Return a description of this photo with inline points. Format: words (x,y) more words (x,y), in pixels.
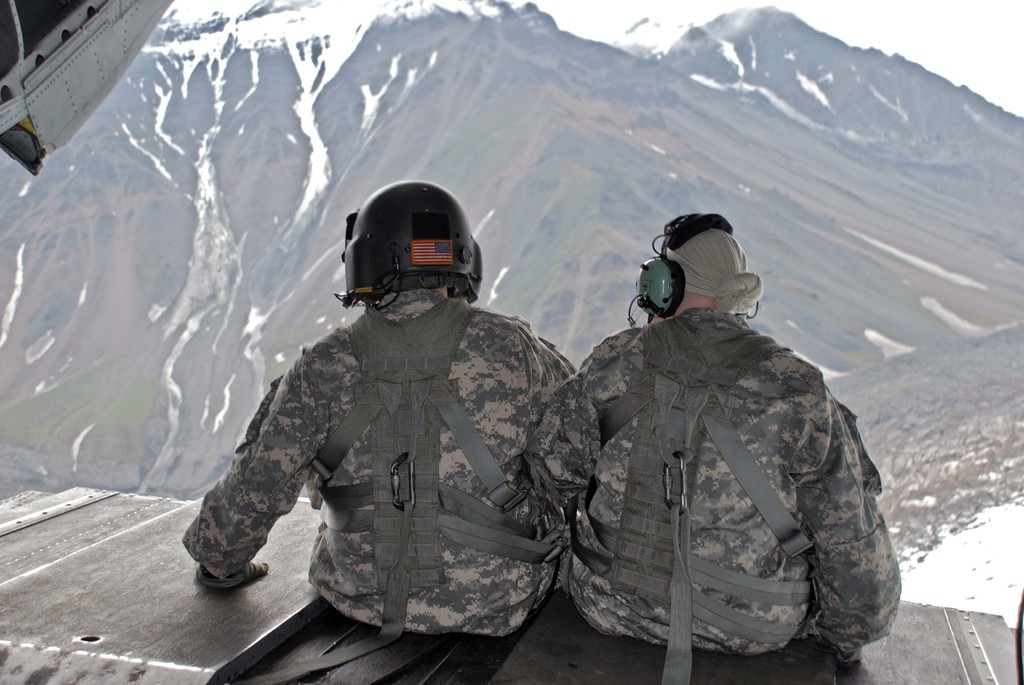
In this image we can see there are people (434,429) sitting on the iron surface (983,659) and it looks like an airplane (75,103). And in front there are mountains (658,178) and snow (966,553).
